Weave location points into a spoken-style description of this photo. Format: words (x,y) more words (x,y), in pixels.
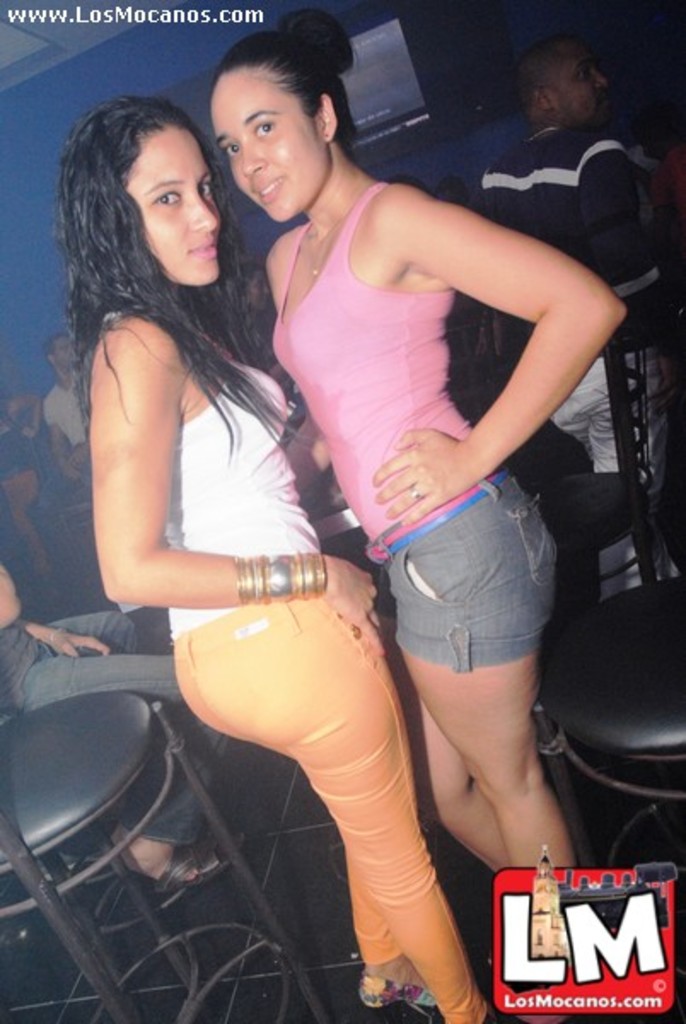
As we can see in the image there are few people (114,452) here and there. In the front (410,549) there are two women (311,559) standing. The woman (402,500) on the right side (474,544) is wearing pink color dress (364,372) and the woman (92,388) over here is wearing white color dress (246,551). There are chairs (3,778) and the image is little dark.
